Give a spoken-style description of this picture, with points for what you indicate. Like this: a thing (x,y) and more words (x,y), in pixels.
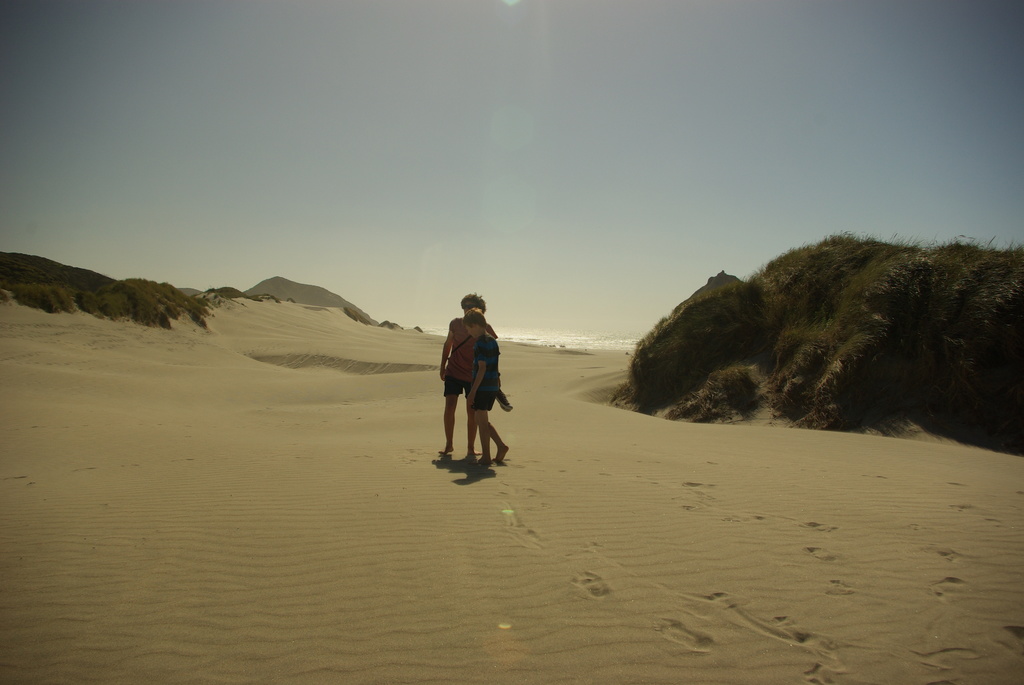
In this image there are two persons (482,366) walking on the ground (428,510). There is sand (216,459) on the ground (238,478). It seems to be a beach (420,365). On the either sides of the image there are hills (853,301). At the top (612,87) there is the sky (612,87).
